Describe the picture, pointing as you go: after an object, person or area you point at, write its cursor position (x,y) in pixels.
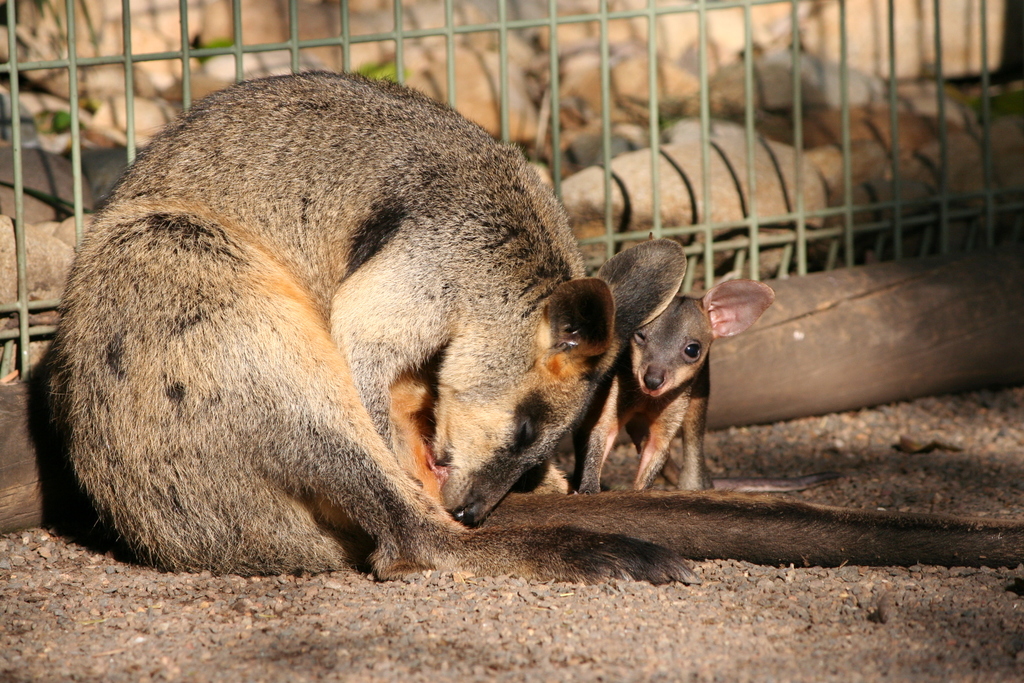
In this image, we can see animals (638,265) in front of grills (500,45). There is a wooden pole (867,301) on the ground (797,430).
